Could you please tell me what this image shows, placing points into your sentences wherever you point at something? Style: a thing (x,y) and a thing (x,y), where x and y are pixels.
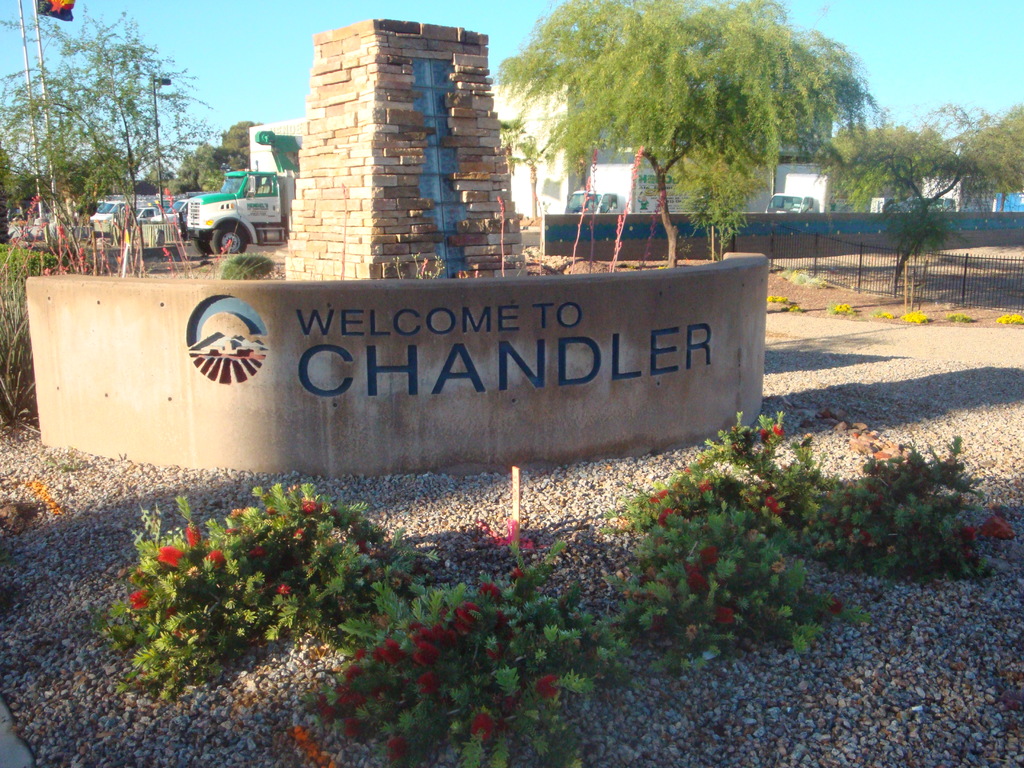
In the picture we can see a stones path (990,704) on it we can see some plants (735,531) with flowers (189,529) which are red in color and behind it we can see a construction (253,443) of some wall (245,455) and written on it as welcome to chandler and on it we can see some stone bricks construction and behind it we can see some plants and vehicles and some house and behind it we can see trees (698,133) and sky (861,16).
